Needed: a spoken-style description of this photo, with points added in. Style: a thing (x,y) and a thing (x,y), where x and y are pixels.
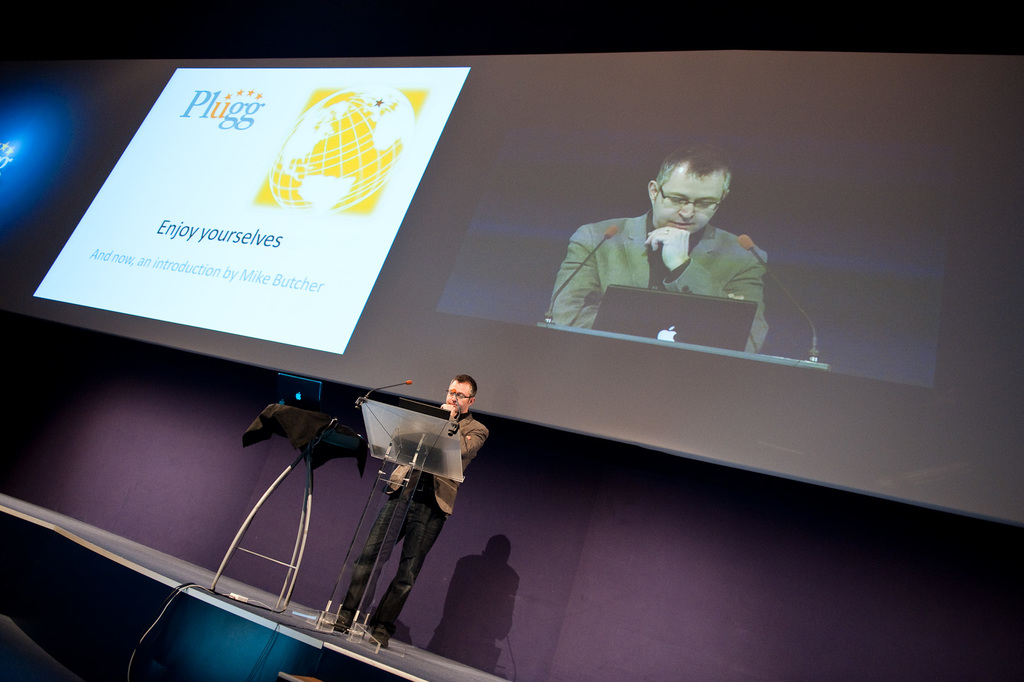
In this image we can see there is a person (415,539) standing on the dais (385,649), beside him there is a laptop (319,404) on the table (325,420). In the background (263,336) there is a screen (187,301). On the screen (956,264) we can see this person (603,287) standing on the dais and some text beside him.
